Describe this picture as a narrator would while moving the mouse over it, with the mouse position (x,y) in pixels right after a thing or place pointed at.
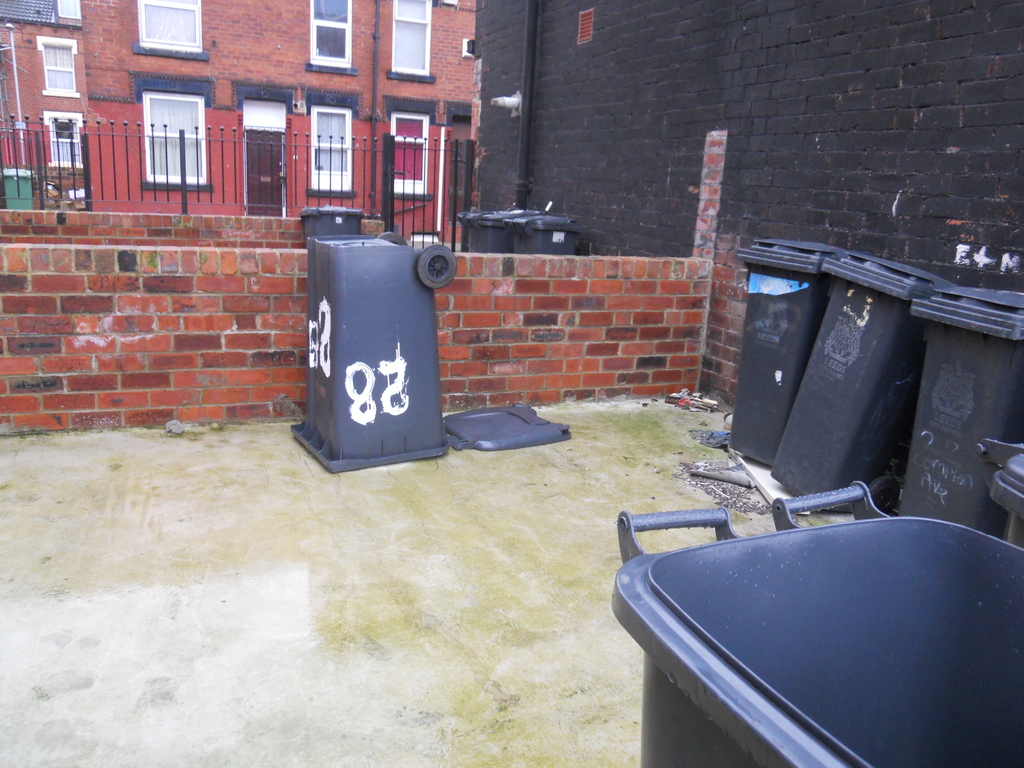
In this image, we can see dustbins (999,637), brick wall (568,293) and grills (455,179). Here we can see a surface (312,615). Background (306,156) we can see few windows (412,158), door (275,150), pipes (438,216) and walls (1007,248). Here we can see some text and numbers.
